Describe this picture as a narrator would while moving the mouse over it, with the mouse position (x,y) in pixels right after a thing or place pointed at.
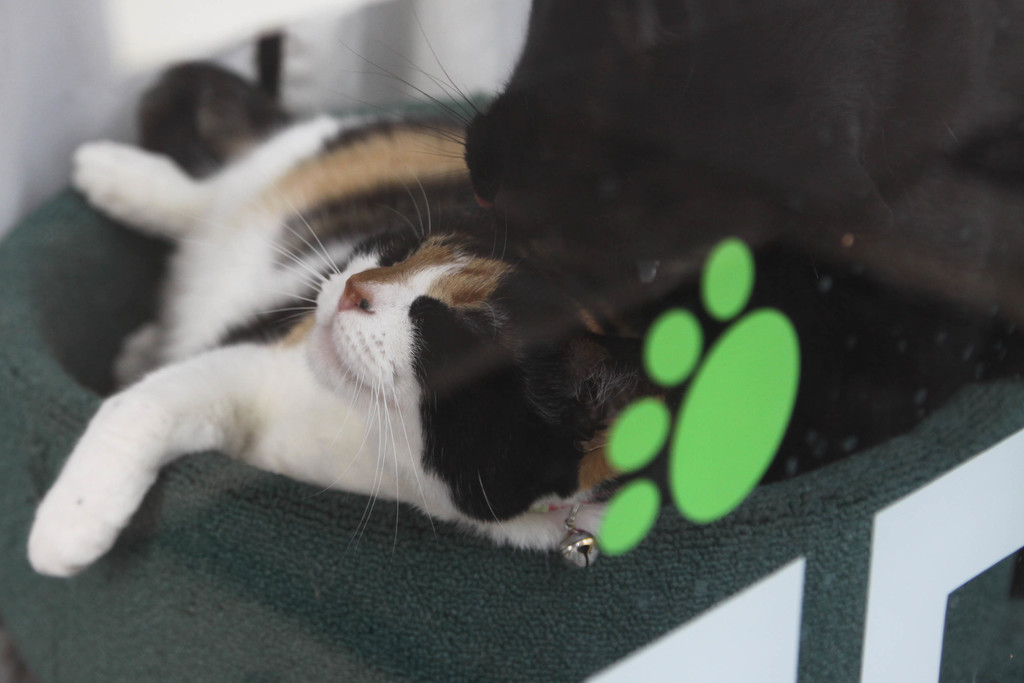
In this image there are two cats (405,233). In the foreground of the image (604,210) there is a glass (610,312) on which there is a green color footprint (664,423).
